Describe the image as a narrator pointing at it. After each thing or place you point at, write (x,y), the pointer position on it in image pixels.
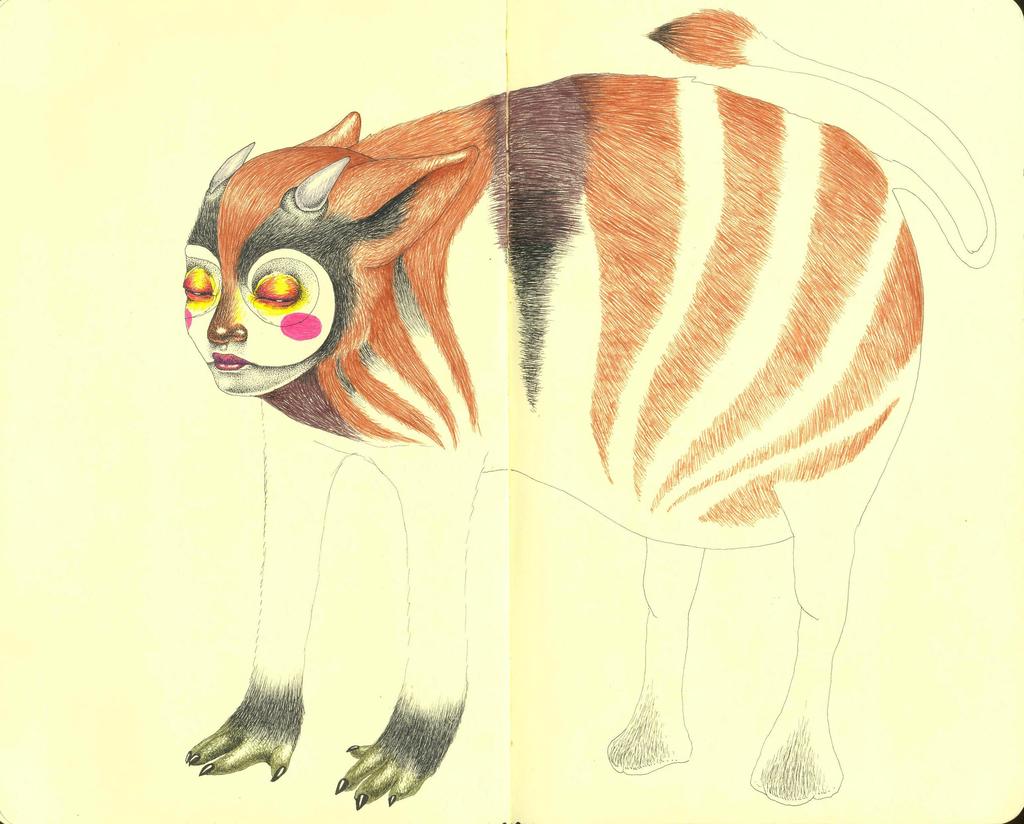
This is a paper (358,49) and here we can see a sketch (391,146) of an animal (290,236).
